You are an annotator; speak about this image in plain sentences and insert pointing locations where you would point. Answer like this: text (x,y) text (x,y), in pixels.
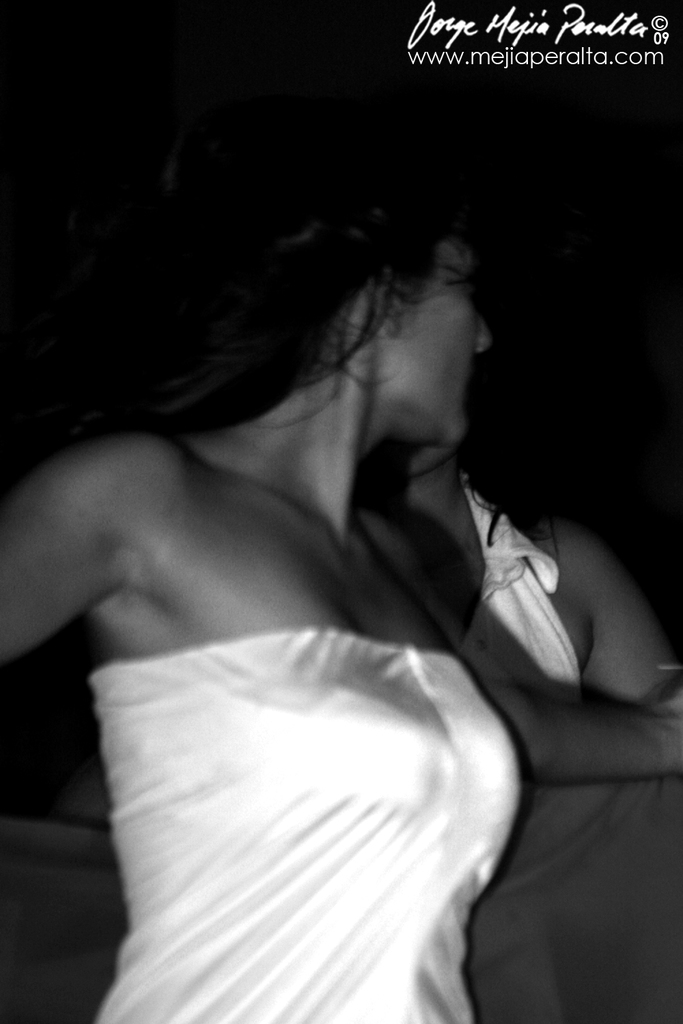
In the foreground (407,612) we can see a woman (263,821) and she is wearing a white dress (141,979) In the background (538,620), we can see another person (520,584).
